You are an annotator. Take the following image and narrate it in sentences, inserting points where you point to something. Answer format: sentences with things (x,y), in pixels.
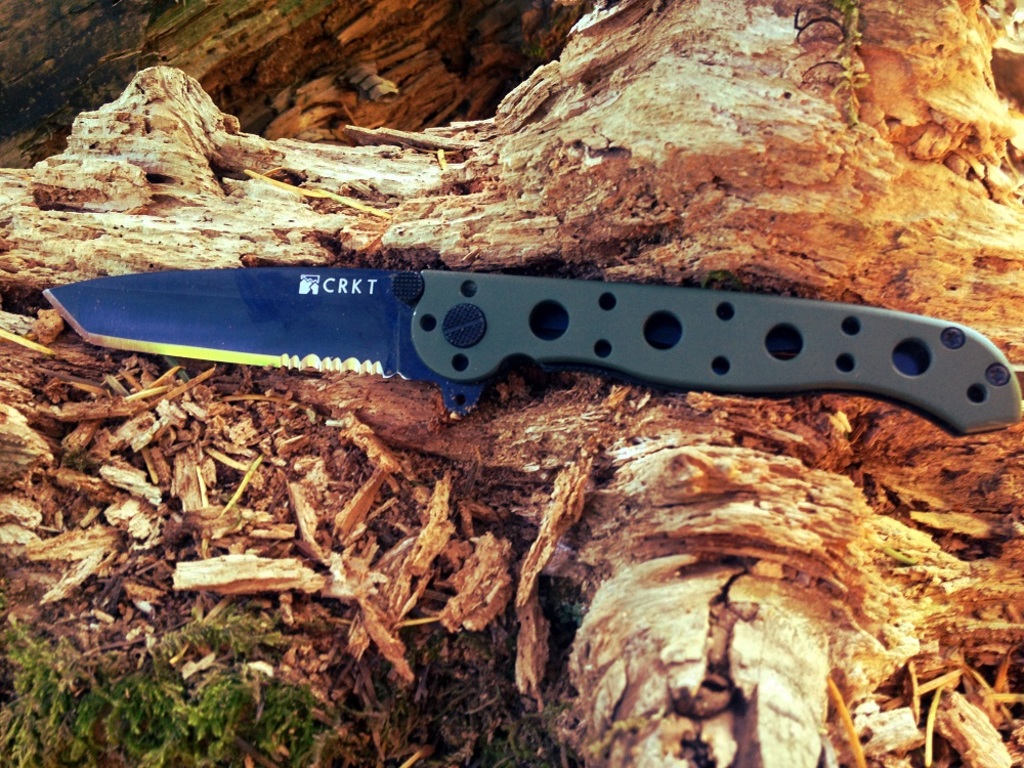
In this image we can see the knife (584,327) on the tree trunk (750,229). We can also see the pieces of tree trunk (306,484) and grass (147,720) on the left (178,724).
